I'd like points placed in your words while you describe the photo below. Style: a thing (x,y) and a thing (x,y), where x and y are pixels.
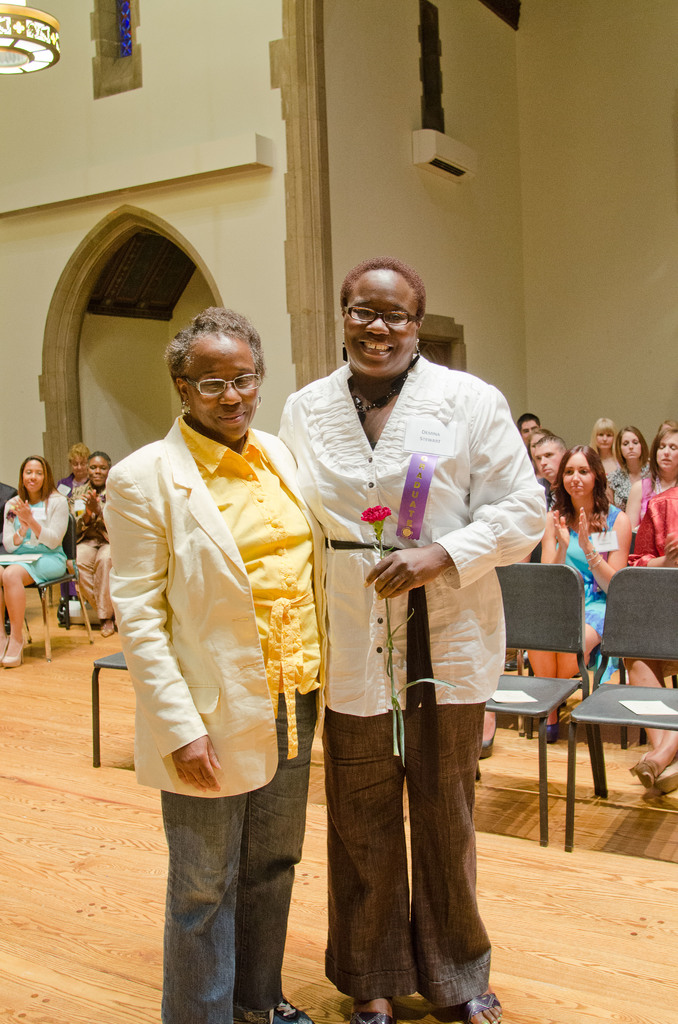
Here we can see two person (227,454) standing on the floor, and holding a rose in her hand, and at back (628,478) the group of people (588,511) are sitting.
